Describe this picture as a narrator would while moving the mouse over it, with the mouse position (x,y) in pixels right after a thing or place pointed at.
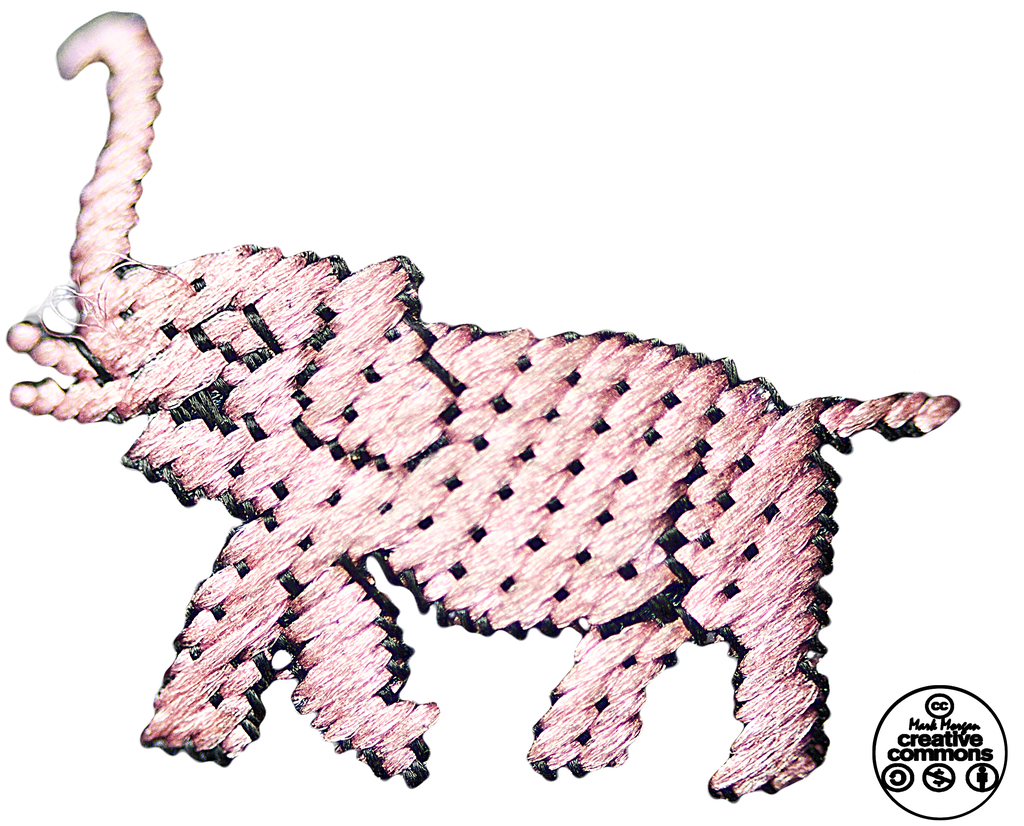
In the center of the image (677,508) we can see the embroidery (598,586) of an elephant (493,571). In the bottom right corner (925,744) we can see the text (933,745) and logos (903,750).
